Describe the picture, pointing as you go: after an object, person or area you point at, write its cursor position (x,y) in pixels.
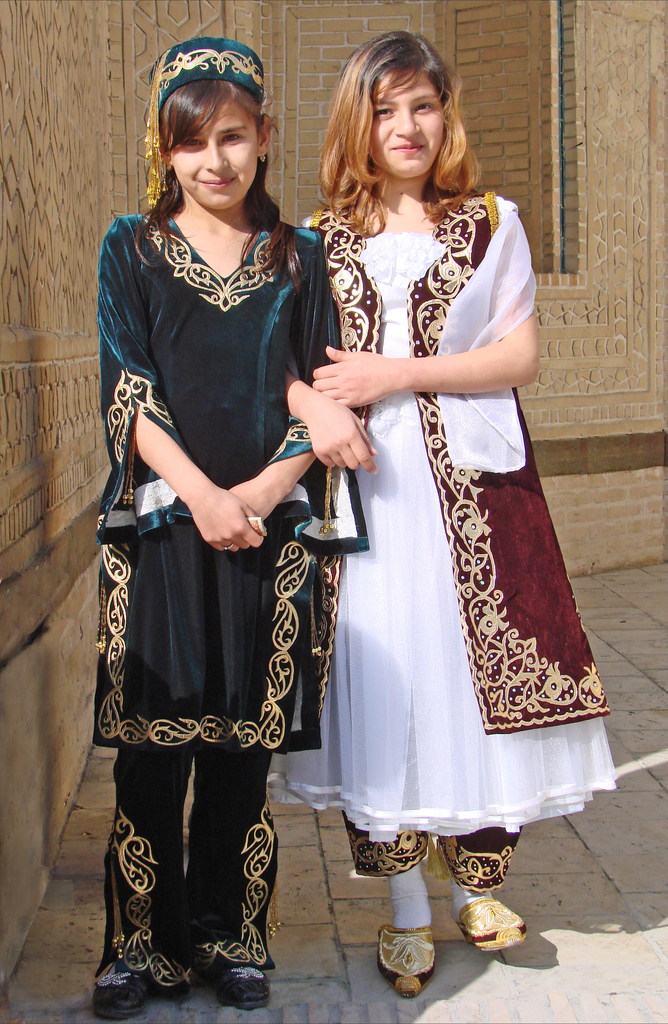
In this image I can see two persons (520,556) standing. The person (383,641) at right (533,595) is wearing white and brown color dress (426,634) and the person (256,685) at left (217,682) is wearing green color dress (241,636). In the background (520,193) I can see the building (568,309) in cream color.
